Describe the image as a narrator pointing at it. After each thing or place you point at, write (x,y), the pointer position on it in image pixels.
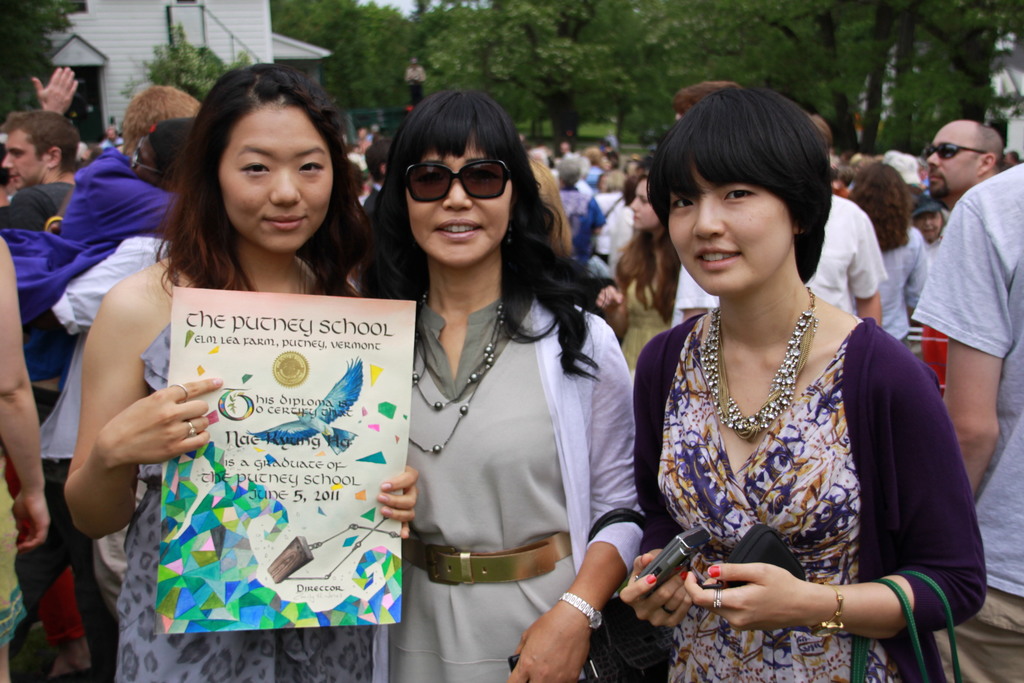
In this image I can see there are three women (455,428) standing and there is a person (237,206) at left (289,361) holding a poster (255,521). There are many persons (61,250) standing in the background (120,45), there are a building (145,59) and trees (429,35).
